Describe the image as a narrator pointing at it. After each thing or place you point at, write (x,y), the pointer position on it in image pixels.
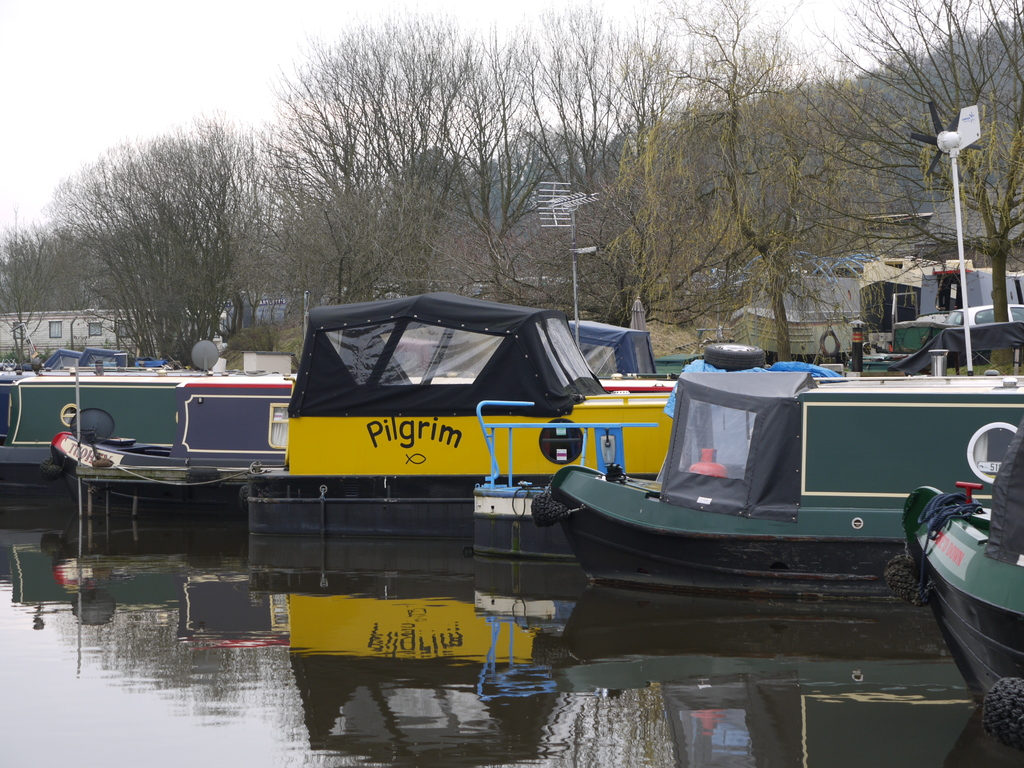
This image consists of boats (645,502) in the middle (542,504). There is water (442,578) at the bottom (530,668). There are trees (502,213) in the middle (413,259). There is sky (20,161) at the top (128,77).
